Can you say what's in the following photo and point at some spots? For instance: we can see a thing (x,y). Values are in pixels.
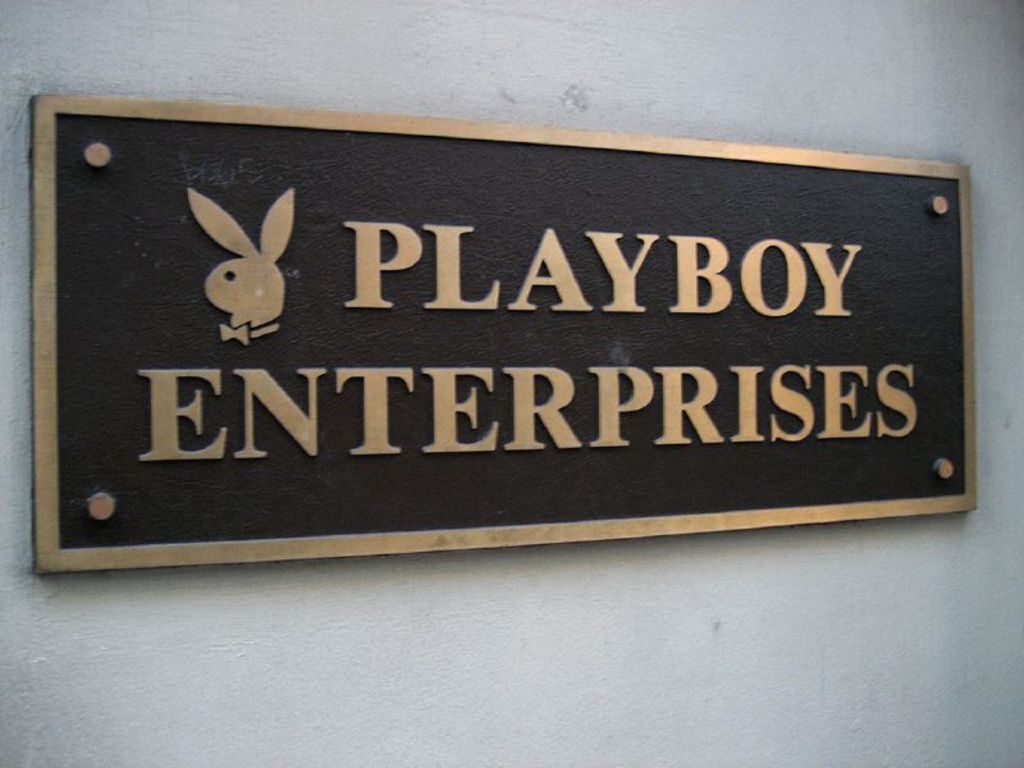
This looks like a name board (220,532), which is fixed to the wall (582,108). I think these are the screws (950,470). I can see the logo (260,296) and the letters (156,444) on the name board (630,438).
